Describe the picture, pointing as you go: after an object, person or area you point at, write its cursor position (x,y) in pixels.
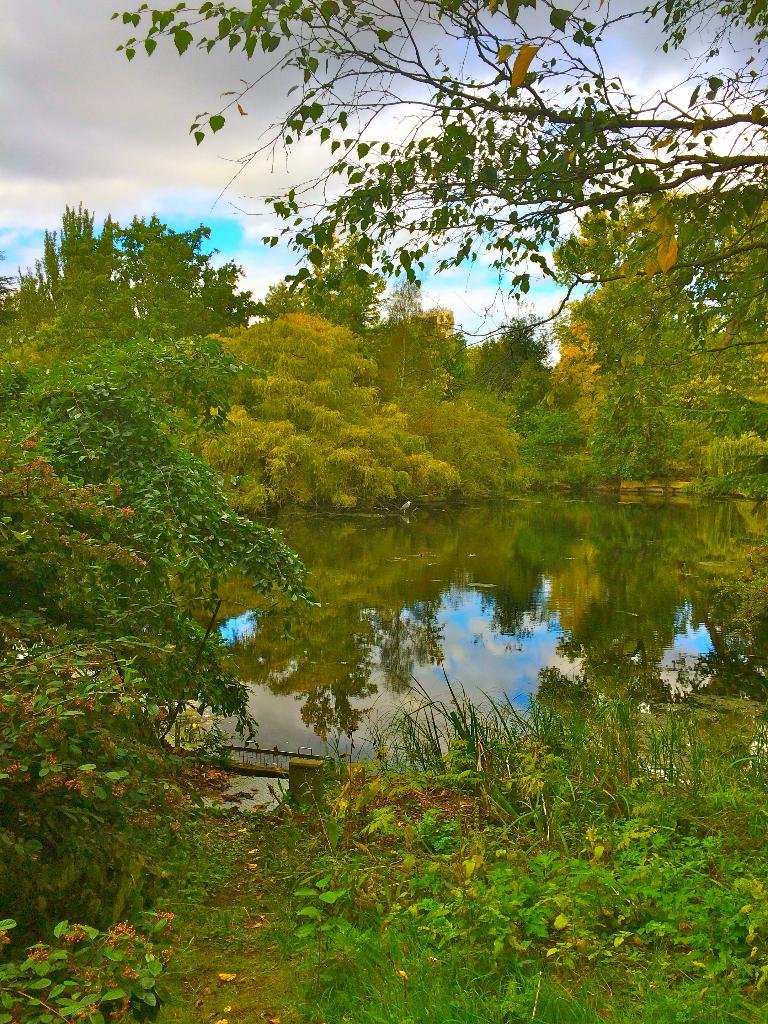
In this picture we can see few plants (600,698), trees (481,388), water (569,547) and clouds (108,90).
